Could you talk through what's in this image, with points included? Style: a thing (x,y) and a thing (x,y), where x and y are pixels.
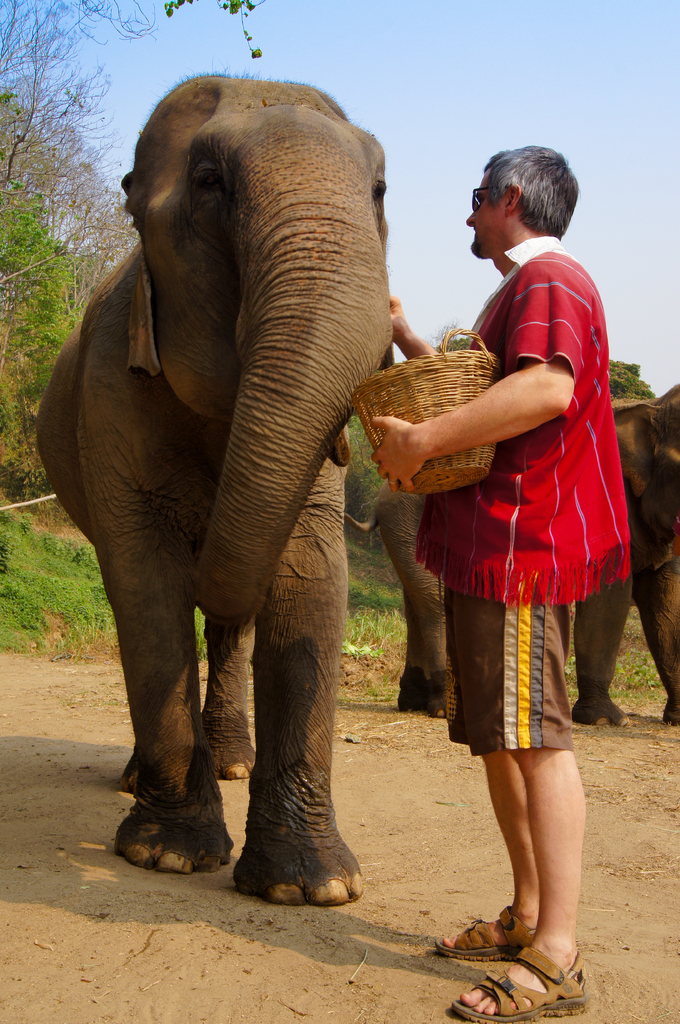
In this image there is a person (497,523) standing and holding an object (434,403), there is an elephant (294,455), there is an elephant (636,483) truncated towards the right of the image (639,492), there are trees (118,220) truncated towards the left of the image (9,243), there is the grass (31,600) truncated towards the left of the image (42,542), there are trees (119,11) truncated towards the top of the image (164,18), there is the sky (485,72) truncated towards the top of the image (469,90).
